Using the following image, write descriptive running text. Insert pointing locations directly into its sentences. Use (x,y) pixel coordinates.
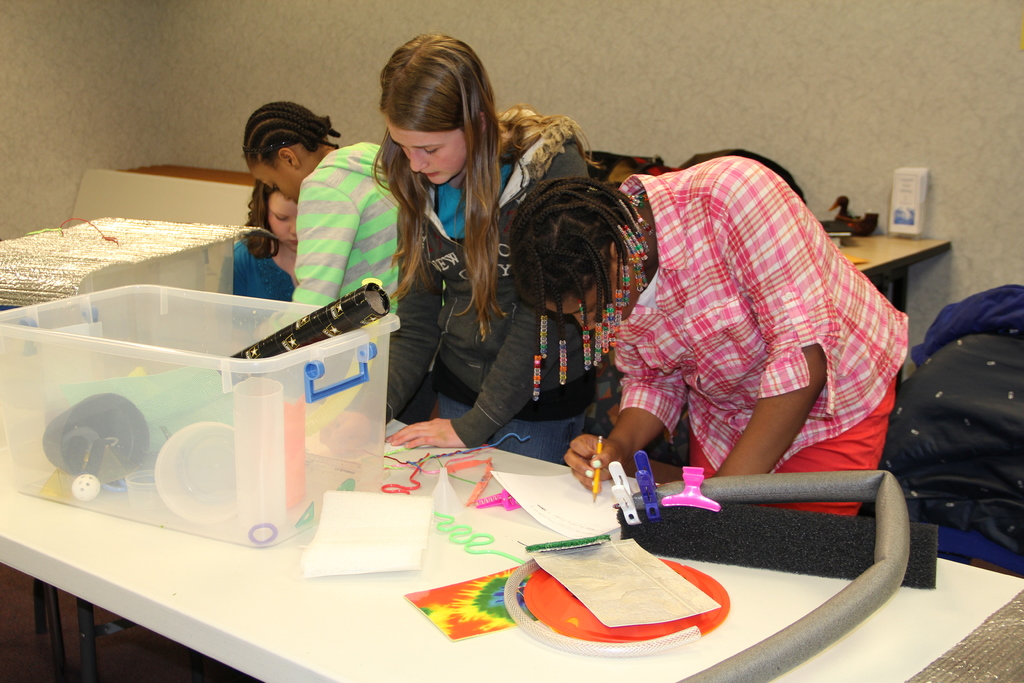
In this image there are four persons (624,296) one, two, three are standing and the fourth person (272,258) is sitting. The person one (708,377) and person two (480,362) are doing some work on paper (544,479) which is kept on the table (374,622) in front of them, on the table (268,584) there is one box (226,444). In the background (903,304) there is one table (896,253) and a toy duck (854,222) which is kept on that table (887,245).
